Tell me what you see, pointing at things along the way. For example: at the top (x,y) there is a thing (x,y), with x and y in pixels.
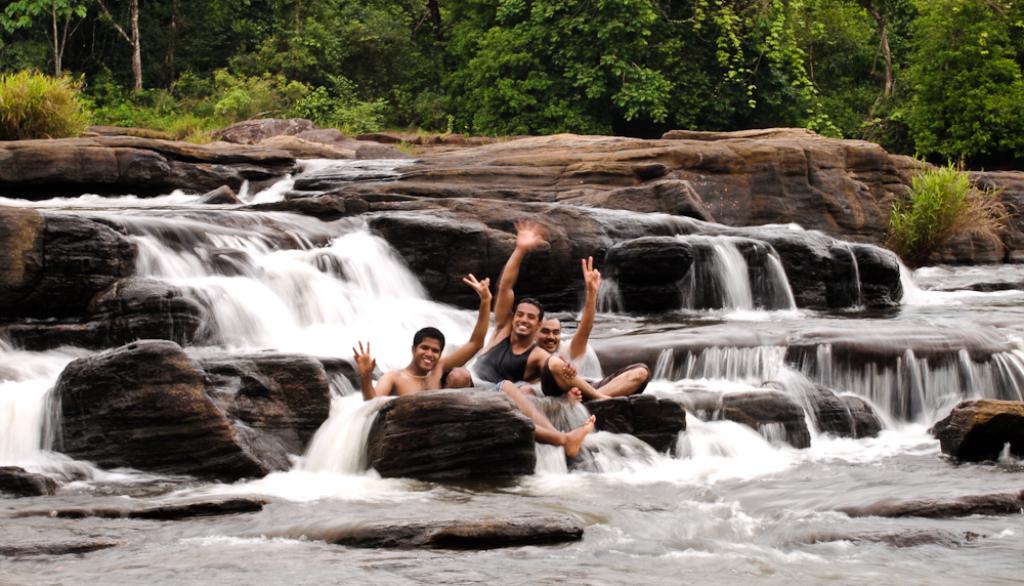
In the background (763,64) we can see the trees (430,87), plants (361,87), water falls (989,276) and the rocks (979,248). This picture is mainly highlighted with the men (546,324) and they all are giving a pose. They all are smiling.
